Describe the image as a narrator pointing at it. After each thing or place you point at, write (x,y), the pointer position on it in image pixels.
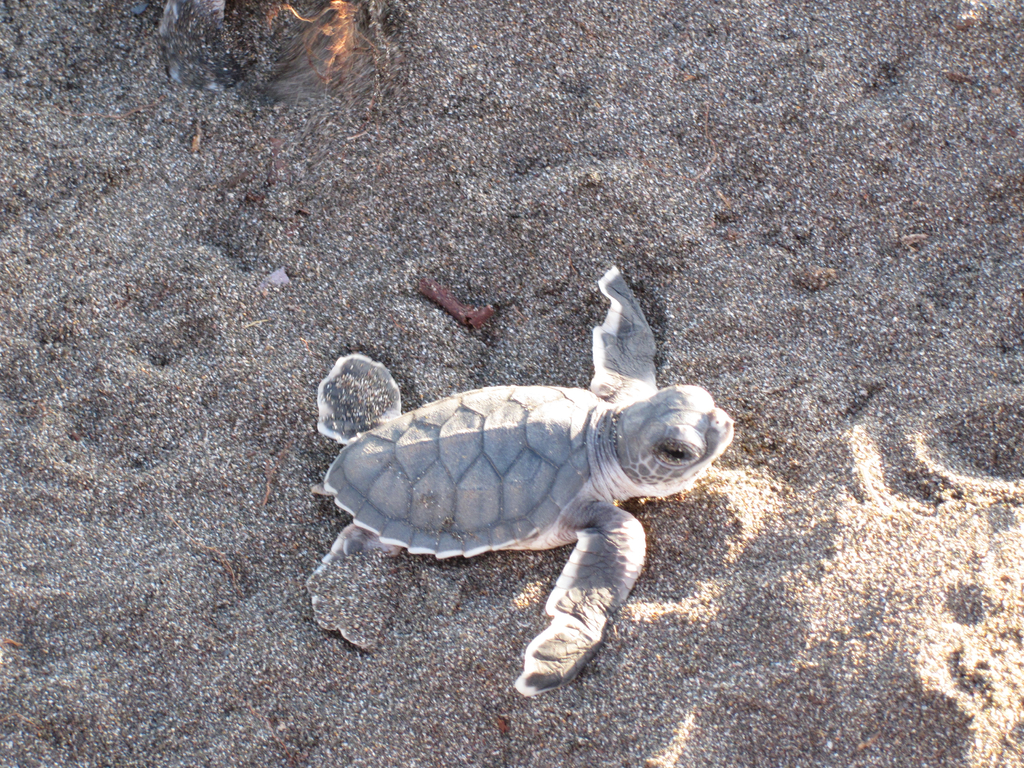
In this picture we can see a land of sand (518,210) where we have some particles (438,304) over it and a turtle (412,415) on it.
